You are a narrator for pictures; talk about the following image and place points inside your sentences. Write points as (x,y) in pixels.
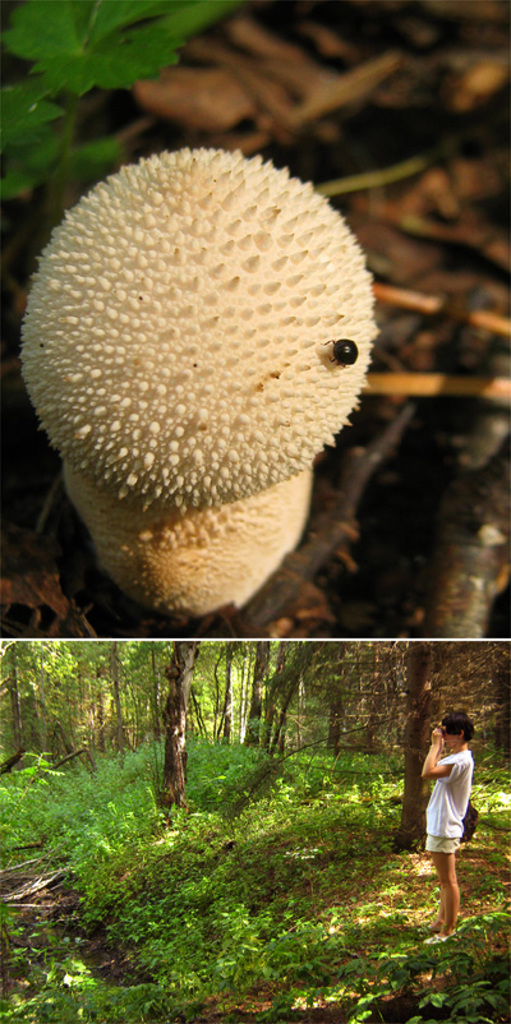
It is a collage picture. Here we can see some white color object (216,400). There is an insect (344,362) on it. Background (60,65) we can see a plant (46,152). At the bottom (444,848), we can see a human (444,860) is standing. Here we can see so many trees (119,733) and plants (263,752).
